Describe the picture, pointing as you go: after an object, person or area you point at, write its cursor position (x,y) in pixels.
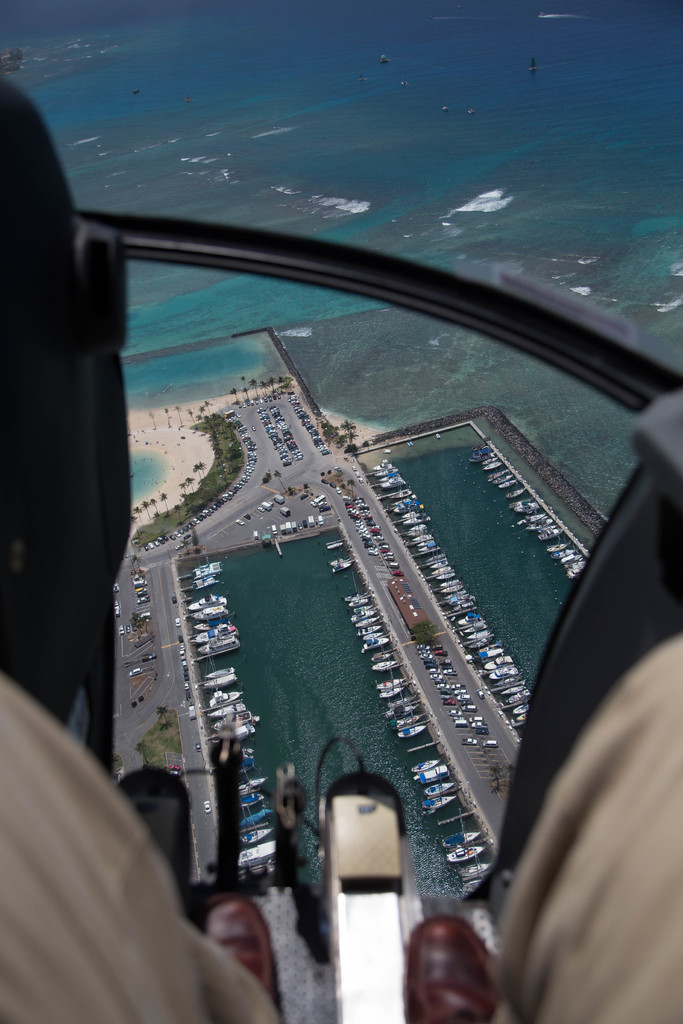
At the bottom of the image (635,813) we can see two legs (3,753) and foot wear (243,934). In the middle of the image (237,480) we can see a glass window (490,483). Through the glass window (489,718) we can see some trees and vehicles (280,442) and ships (502,486) and water (419,815).
